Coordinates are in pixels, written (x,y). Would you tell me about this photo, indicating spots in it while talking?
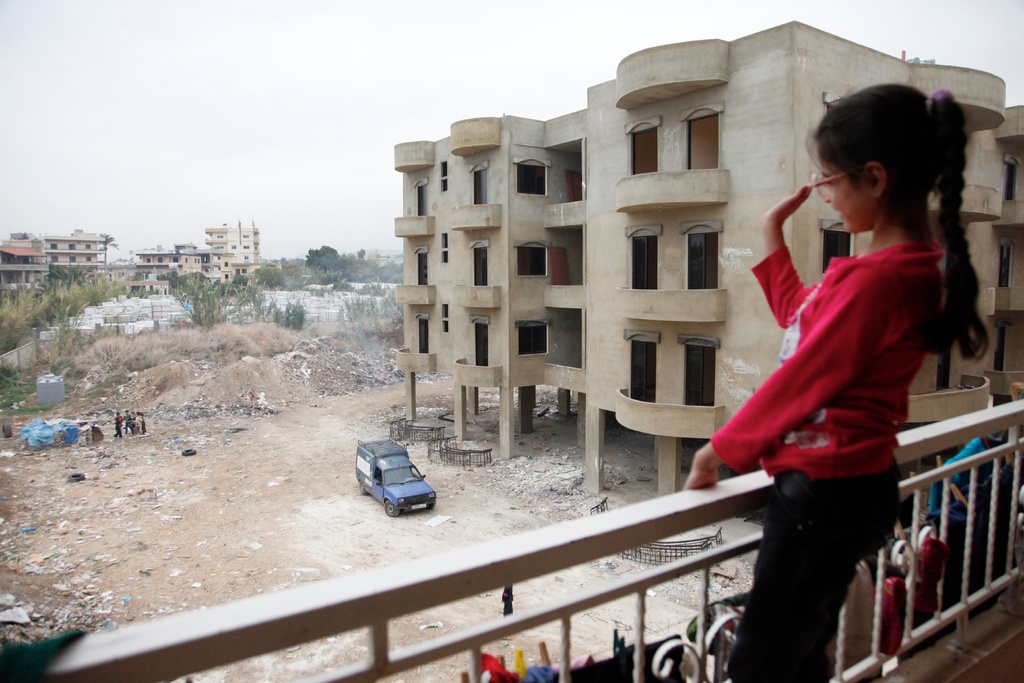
In this image I can see a fence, in front of fence (762,499) I can see a girl (903,321), at the bottom (503,615), in the middle (461,343) there are buildings (694,275), vehicles (386,481), persons (137,418), trees (13,341) visible on the left side (14,245), at the top (391,59) there is the sky (400,66).
